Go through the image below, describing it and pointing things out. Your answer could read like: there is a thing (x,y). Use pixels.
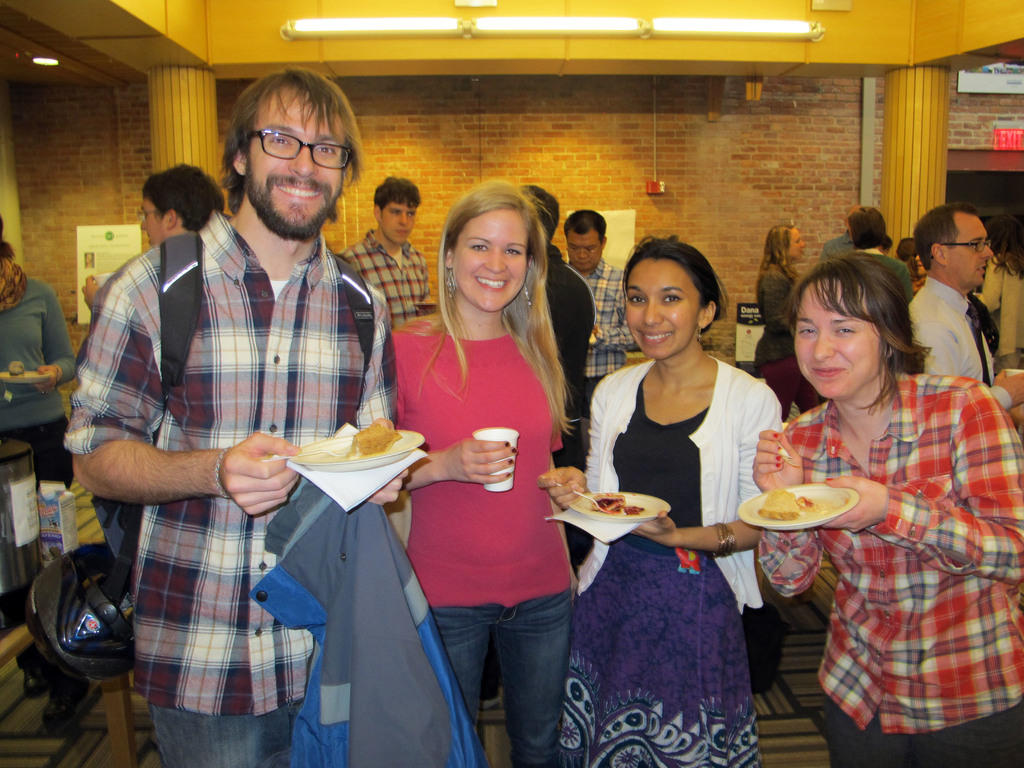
In this image we can see there are a few people (386,392) standing and smiling and they are holding some objects (505,483) in their hand (500,477). In the background (467,149) there is a wall (741,160).
